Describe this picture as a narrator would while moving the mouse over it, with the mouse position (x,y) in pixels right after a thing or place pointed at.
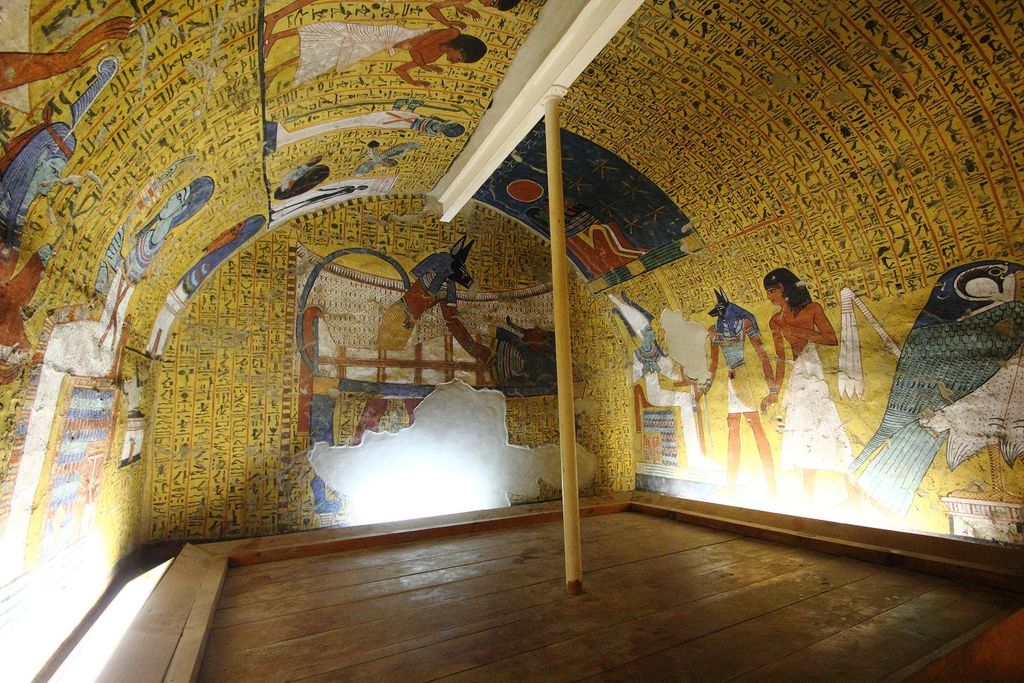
In this image in the center (549,240) there is a pole (557,169) and on the wall (222,346) there are paintings (272,245).
